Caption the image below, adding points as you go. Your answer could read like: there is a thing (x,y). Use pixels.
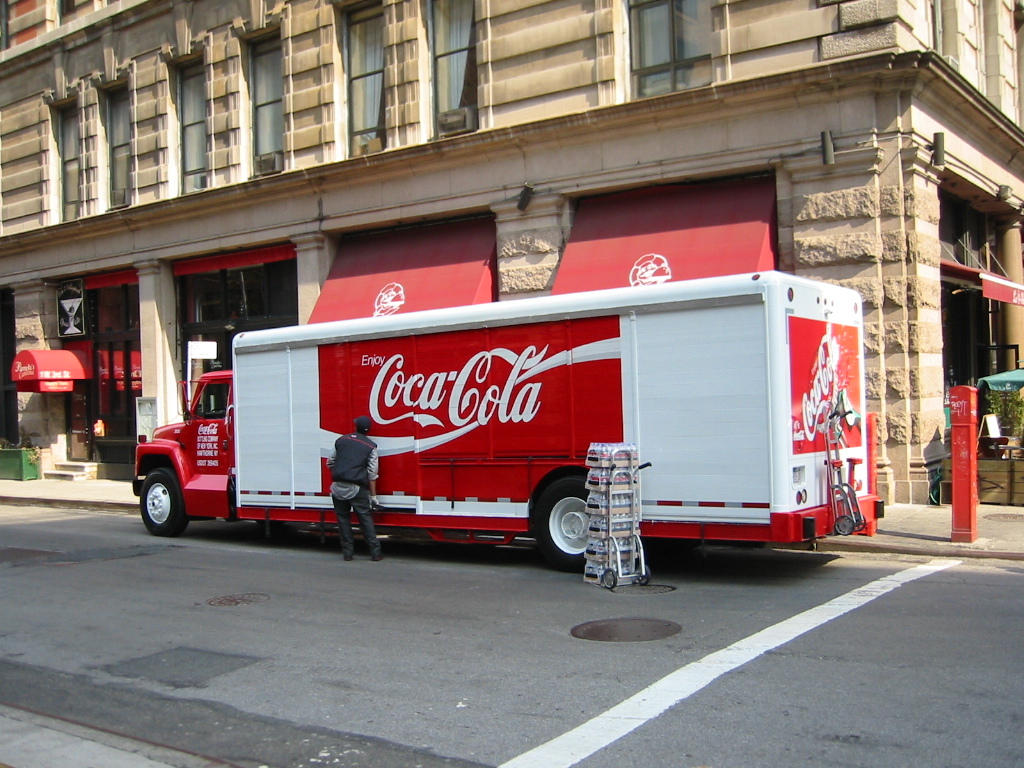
In this image there is a truck (753,453) on a road (332,593), beside the truck (753,368) there is a person (360,489) standing, in the background (519,152) there is a building (915,286).
